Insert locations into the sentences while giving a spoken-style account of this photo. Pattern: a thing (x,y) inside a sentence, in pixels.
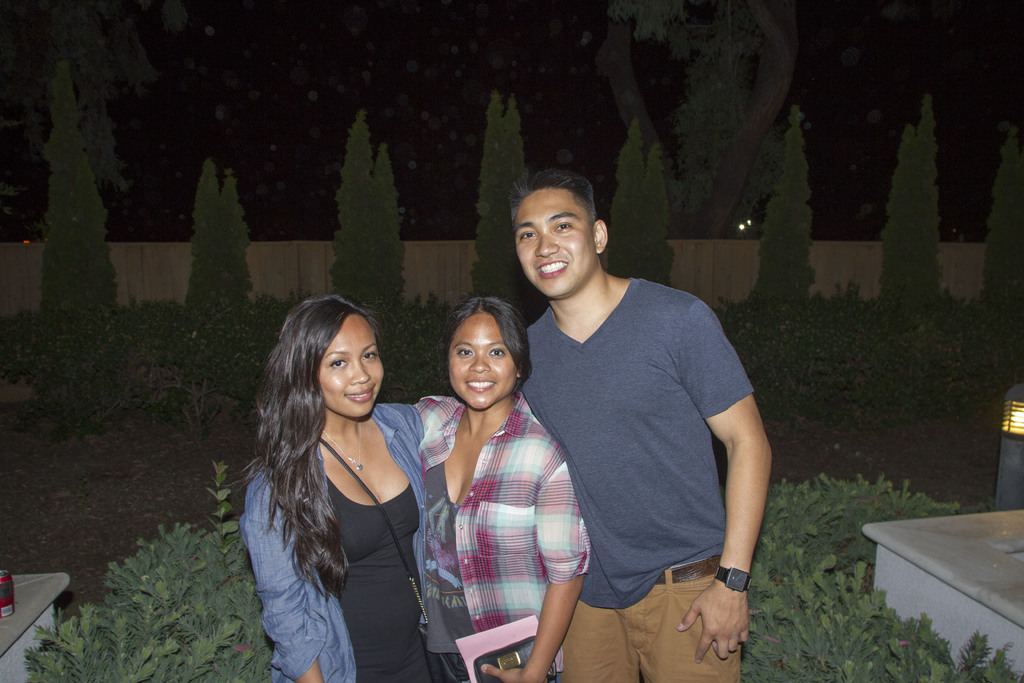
In the image there are three people (537,511) standing and posing for the photo and behind them there are many plants (153,605) and trees (92,242), behind the trees (54,251) there is a fencing (957,244) and it looks like some trees (758,90) in their background.
